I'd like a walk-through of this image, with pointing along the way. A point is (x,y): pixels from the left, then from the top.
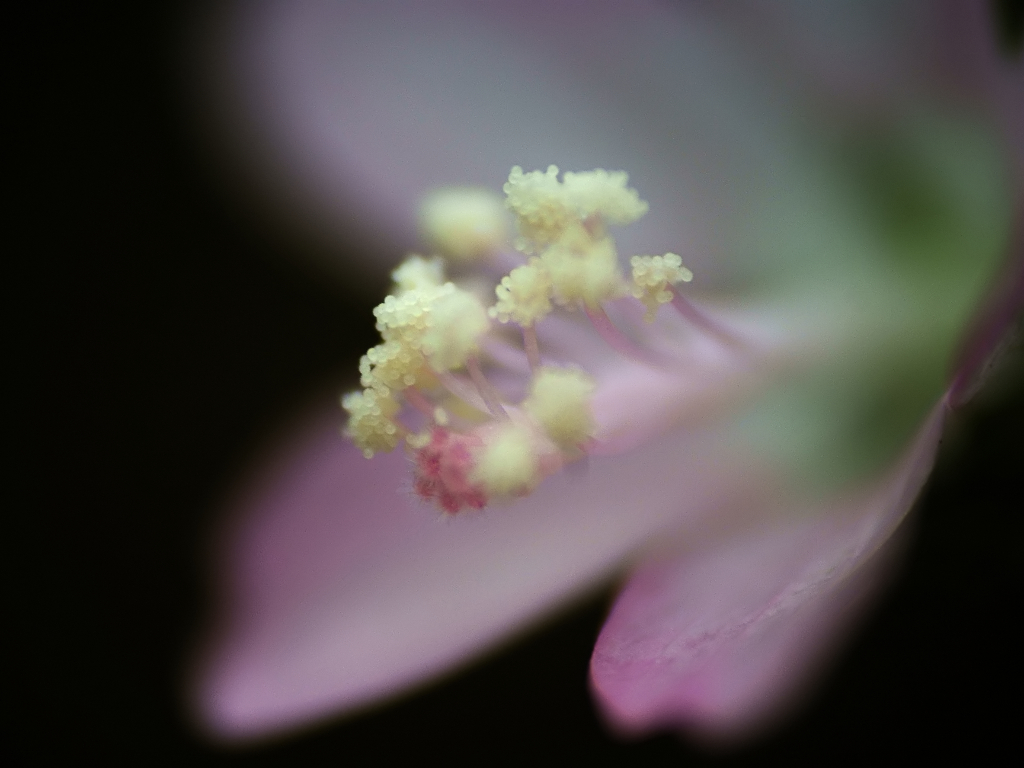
In this image I can see a flower (725,587) which is pink, green and yellow in color. I can see the black colored background (41,39).
